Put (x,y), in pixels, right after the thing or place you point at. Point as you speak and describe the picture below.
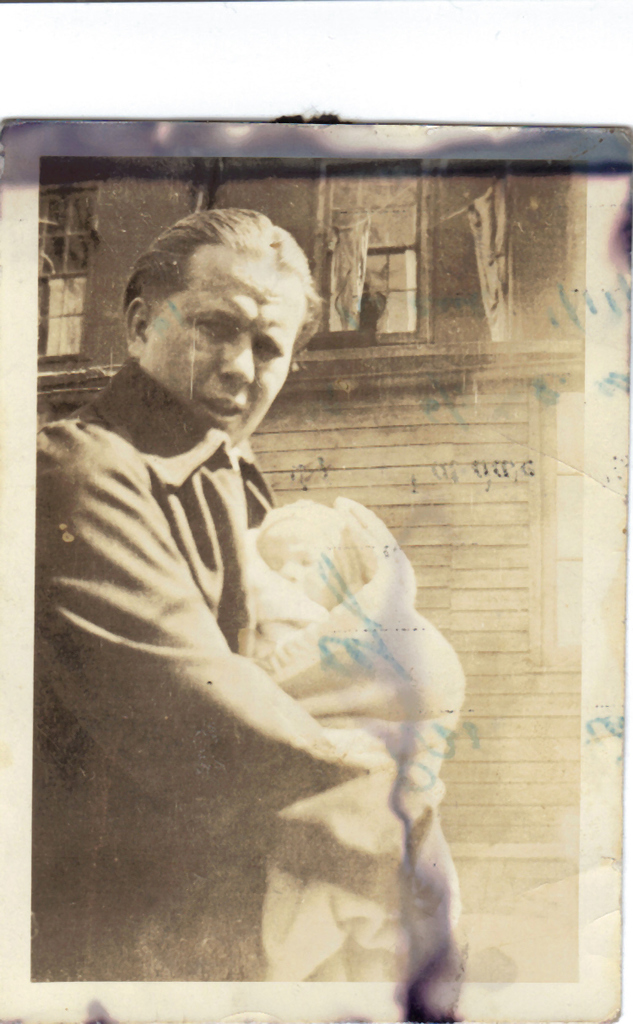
In this image, we can see the photocopy (315,532) of a few people (398,568). We can also see the wall (432,336).
